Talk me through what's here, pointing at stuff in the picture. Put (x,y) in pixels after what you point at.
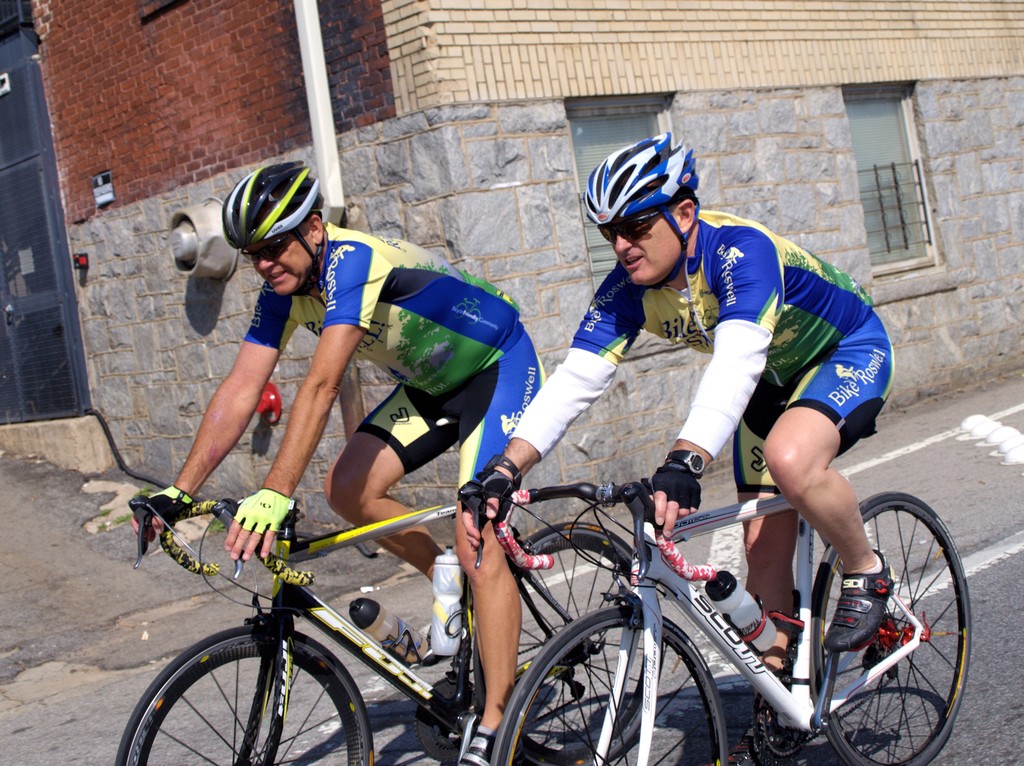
In this image I can see two person (544,389) sitting on the bicycle (684,604) and wearing helmet (271,194) and different color dress (448,283). Back Side I can see a building (822,116) and glass windows (870,143). I can see a brick wall (113,108).
